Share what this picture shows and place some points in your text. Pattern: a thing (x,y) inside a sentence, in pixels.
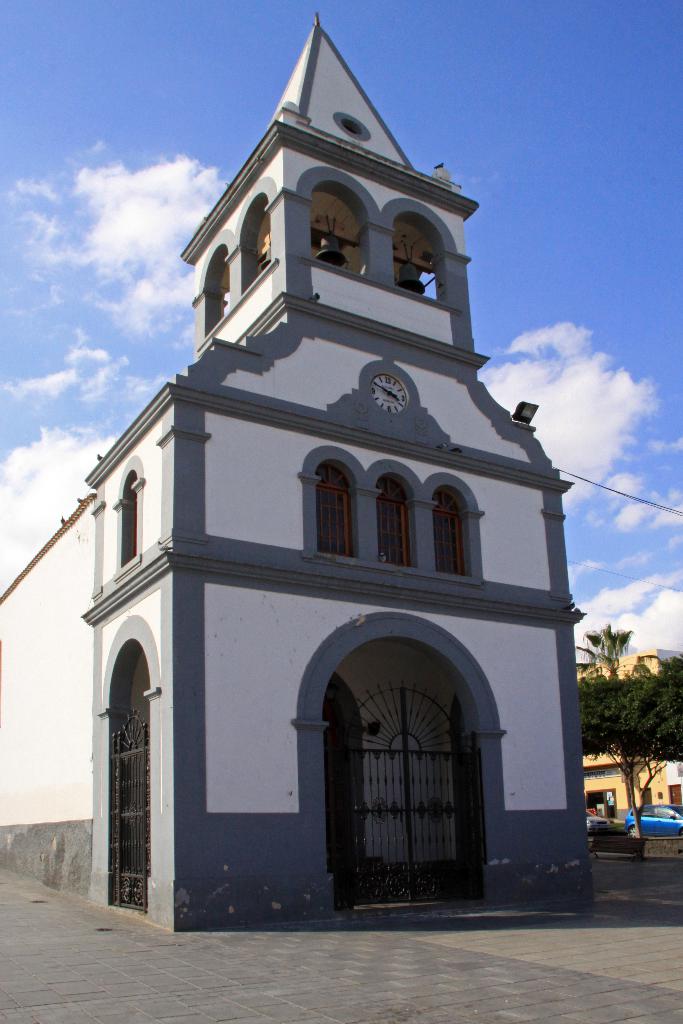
In this image we can see a building (327,558) with windows (385,535), bells (409,267) and a door (337,802). To the right side (631,827), we can see a car (679,823) parked on the ground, tree (637,813), a building (649,788) and a cloudy sky (583,371).
